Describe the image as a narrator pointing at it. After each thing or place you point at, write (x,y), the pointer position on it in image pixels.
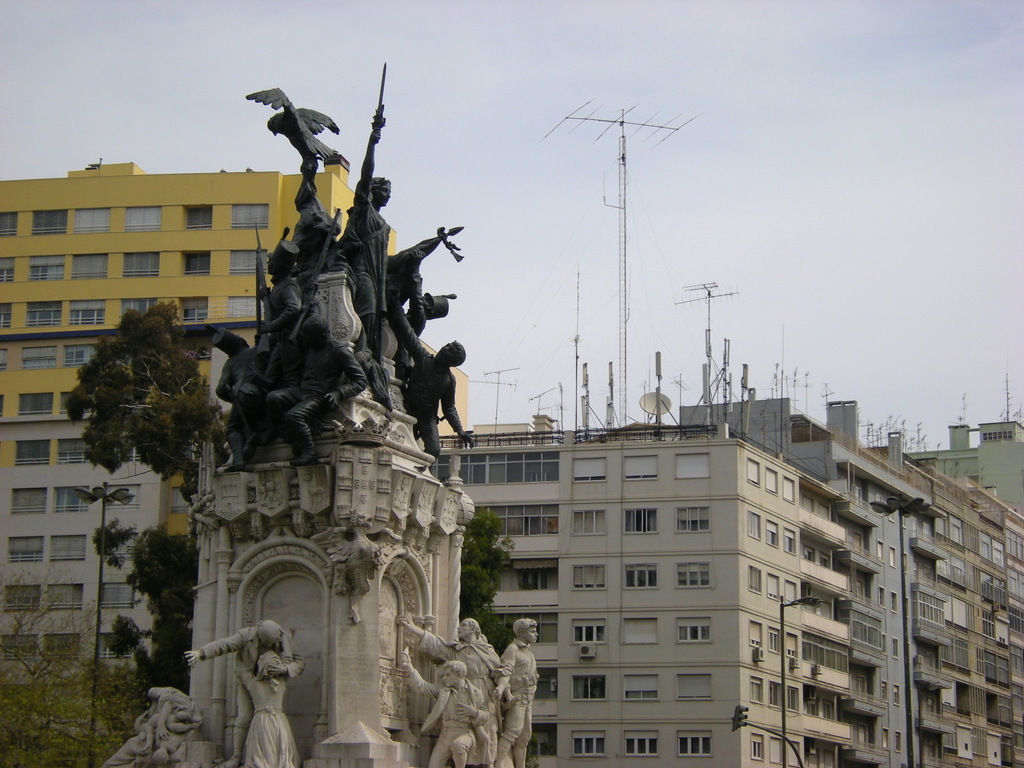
In this picture we can see few statues (508,664), in the background (896,708) we can find few poles (911,672), trees (485,608) and buildings (652,490), and also we can see few antennas (587,416) on the building (664,440).
